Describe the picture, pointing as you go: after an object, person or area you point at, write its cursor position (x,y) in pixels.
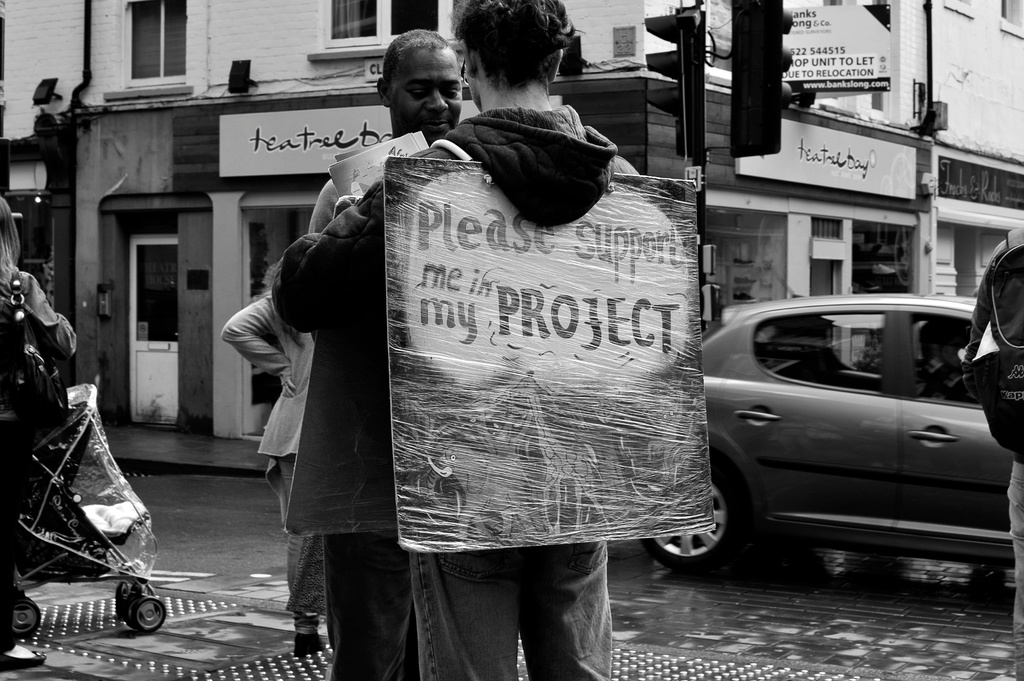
This picture is in black and white. In the center (380,244), there are two men (330,181) facing each other. On one of the person (539,602), there is a board (414,349) with some text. Towards the left (20,461), there is a woman (15,445) carrying a bag (18,412) and holding a baby vehicle (83,392). Towards the right (903,398), there is a car (819,402). In the background (364,77), there are buildings (105,162), poles (693,46), signal lights (784,89) etc.
